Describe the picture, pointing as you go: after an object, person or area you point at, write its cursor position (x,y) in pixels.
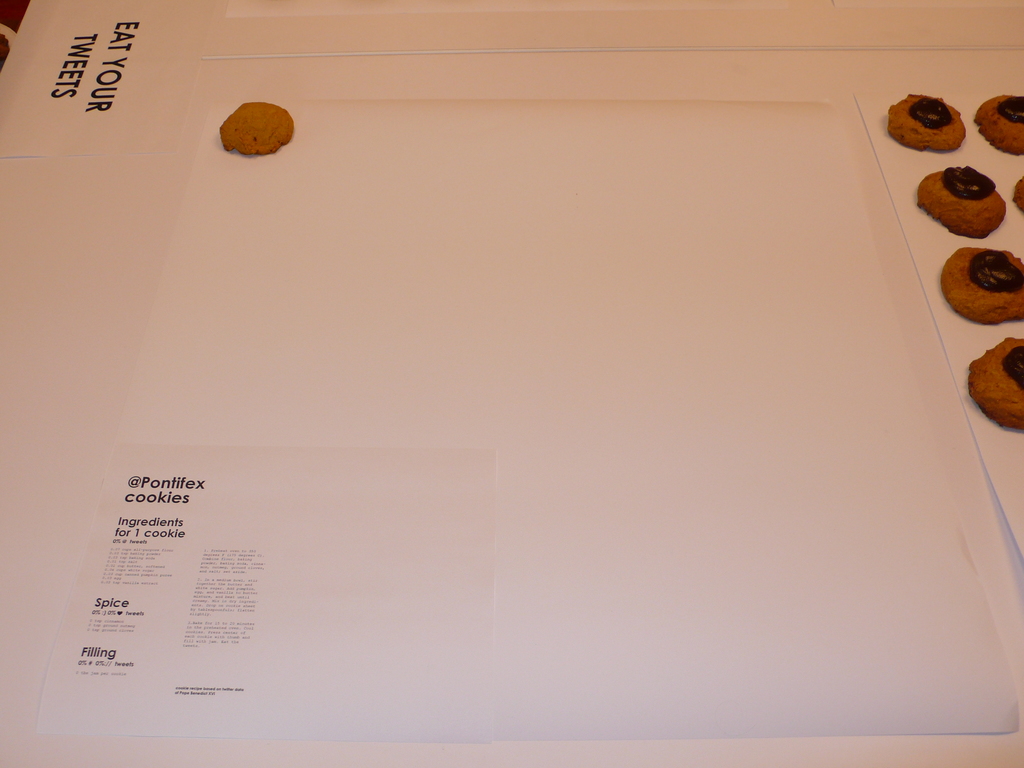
In this picture I can see cookies (919,195) with chocolate cream (940,119) on it, on the papers (676,202), on the white board (58,508).
